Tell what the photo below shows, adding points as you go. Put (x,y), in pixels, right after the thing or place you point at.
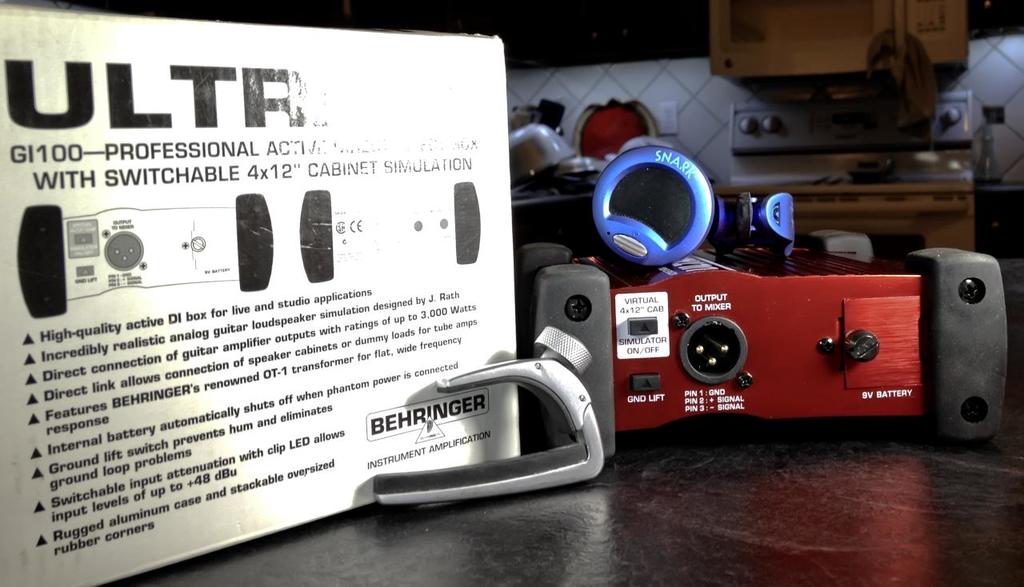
In this image, we can see a poster (296,192) with some text (243,376) and images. We can also see some devices (784,244) and a red colored box (726,261). In the background (634,90), we can see the wall (702,95) and some objects (547,140). We can also see some wooden objects (951,18).
